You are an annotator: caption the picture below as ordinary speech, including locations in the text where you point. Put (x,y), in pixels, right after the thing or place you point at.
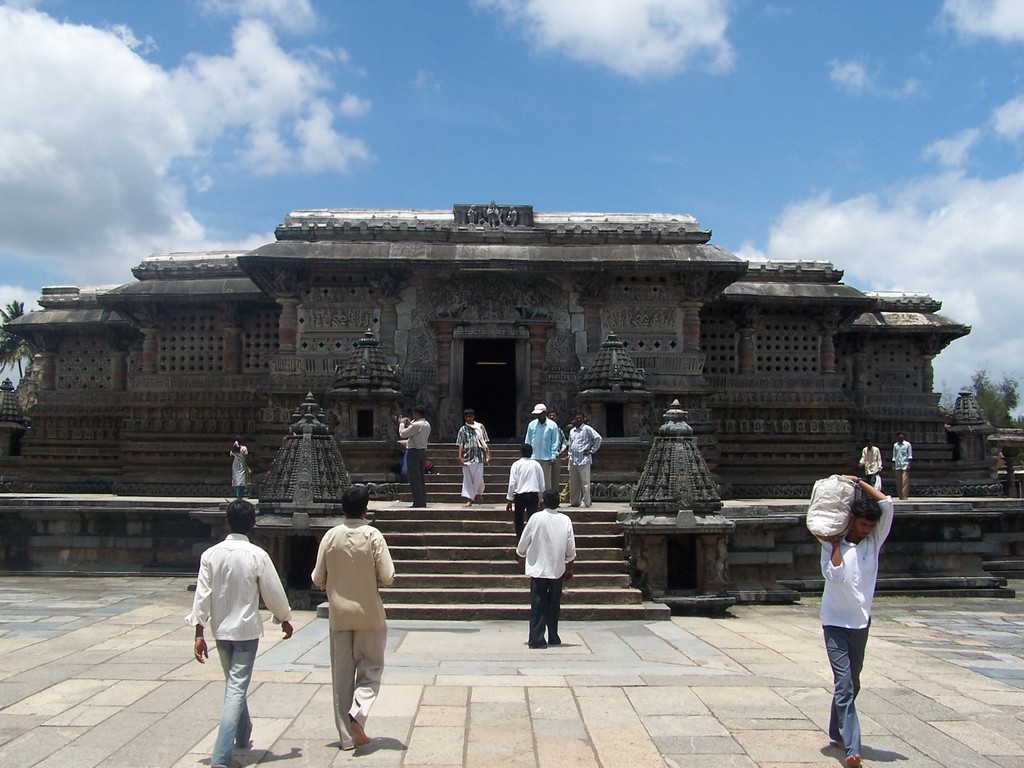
In this image we can see stairs (373,518), persons (347,554), temple (421,399), trees (987,393), sky (492,142) and clouds (140,102).
